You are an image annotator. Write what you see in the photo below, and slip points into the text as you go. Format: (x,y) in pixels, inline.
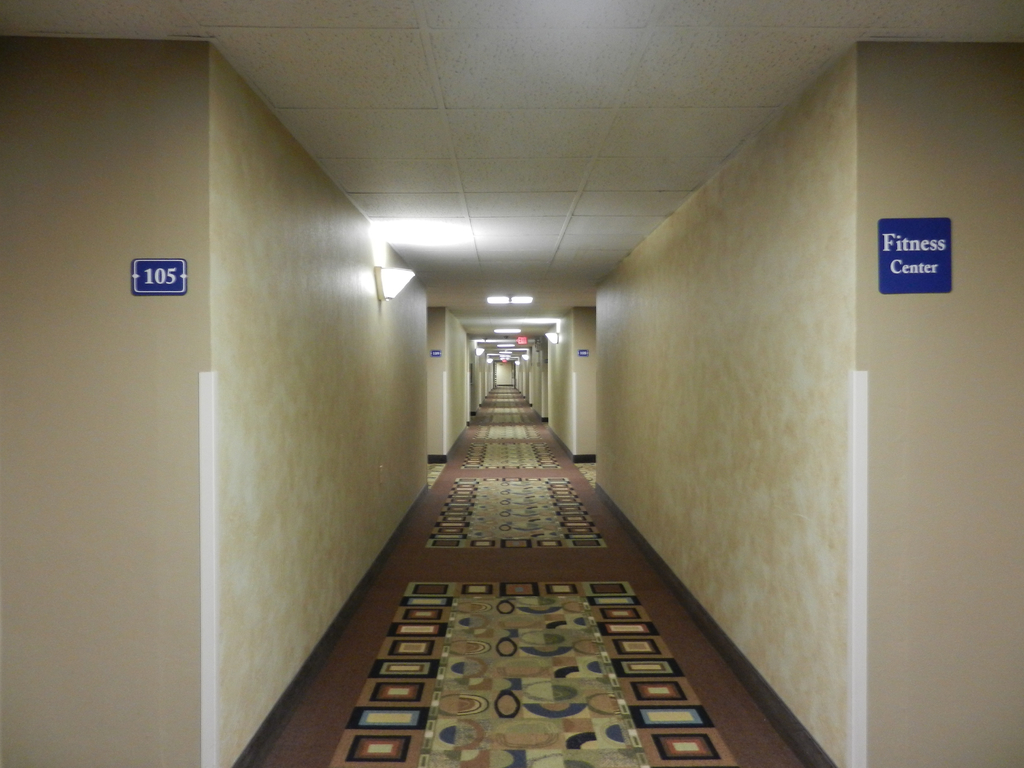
In this image I can see a wall (728,408), board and lights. This image is taken may be in a building (492,341).
